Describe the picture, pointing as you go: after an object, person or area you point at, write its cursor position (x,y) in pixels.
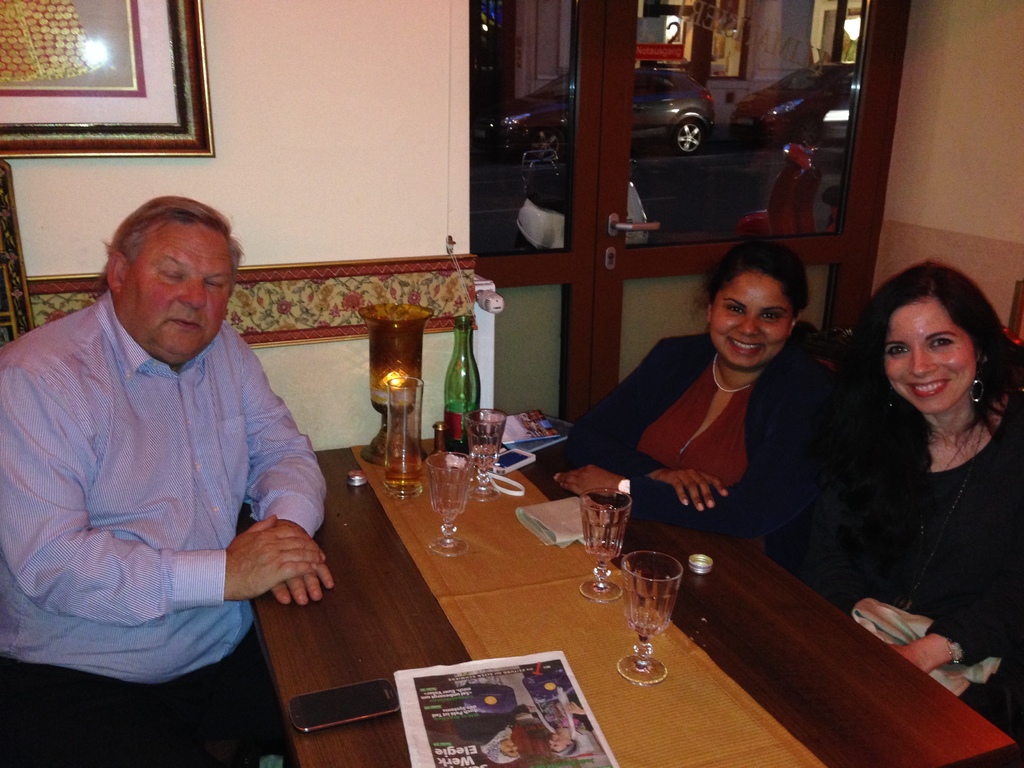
On the background of the picture (384,134) we can see a wall (262,102) and a photo frame (204,97) and a door (582,179). through door (666,173) we can see road (719,161) and vehicles (796,120). Here we can see three persons (964,577) sitting on chairs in front of a table (687,528) and on the table (687,543) we can see glasses (392,445), bottle (469,393) and a lantern (407,348), magazine (447,726) and mobile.
